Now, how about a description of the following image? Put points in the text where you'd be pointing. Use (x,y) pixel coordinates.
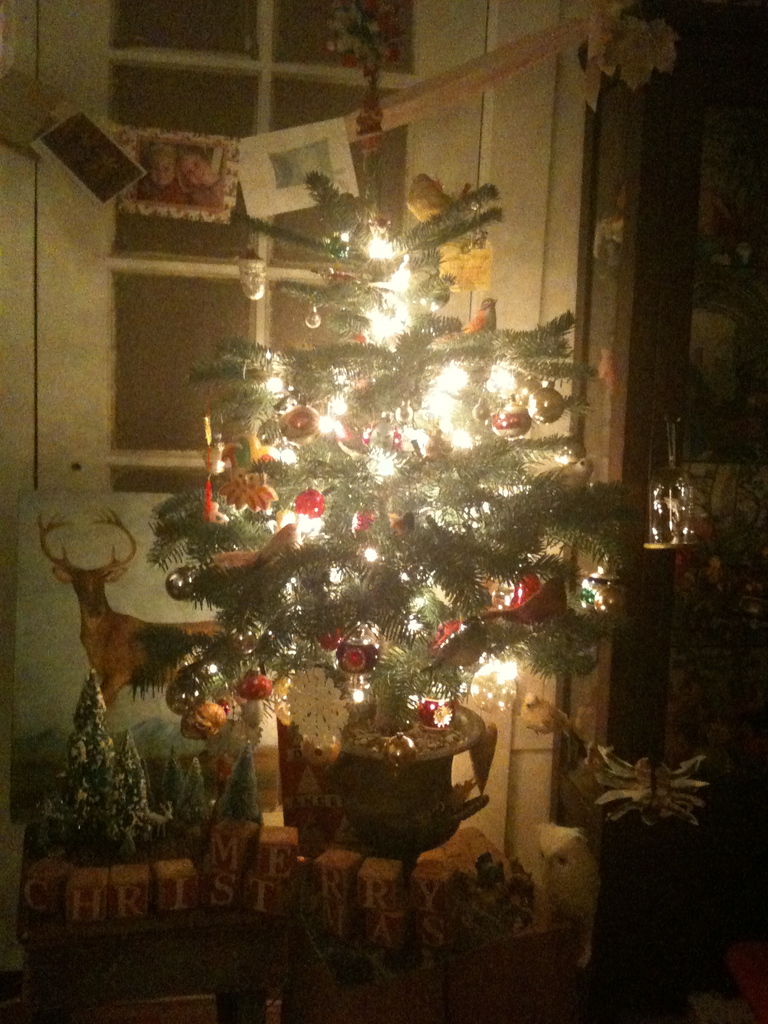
In the image there is a christmas tree (428,470) with lights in a pot (409,788), beside it there are letter blocks (212,854), this is clicked in a room (52,397), behind it there is window (170,285) on the wall (539,214) and there are greeting cards (143,161) hanging on a rope (429,97) above the tree (287,227) and below the wall (83,460) there is a painting (86,633) of deer (134,639).
